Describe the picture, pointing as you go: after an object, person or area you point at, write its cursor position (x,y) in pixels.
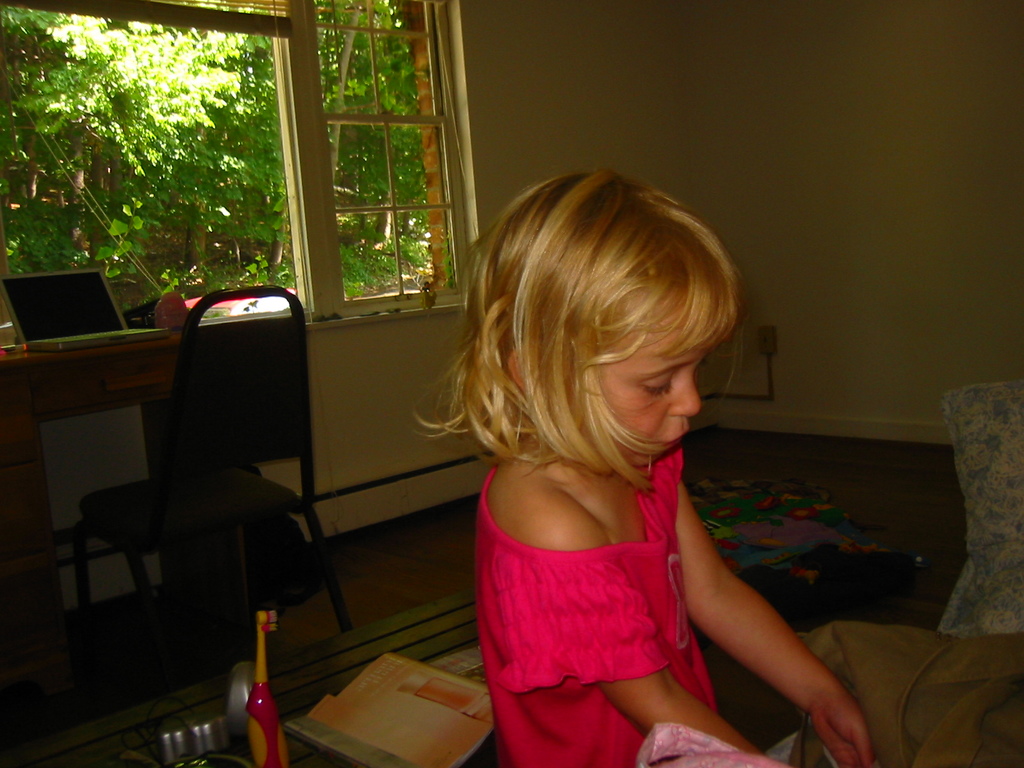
In this image I can see a girl (677,455) wearing a pink color of dress (563,569). In the background (203,505) I can see a chair (150,528), a laptop (39,286) and number of trees (200,69).
